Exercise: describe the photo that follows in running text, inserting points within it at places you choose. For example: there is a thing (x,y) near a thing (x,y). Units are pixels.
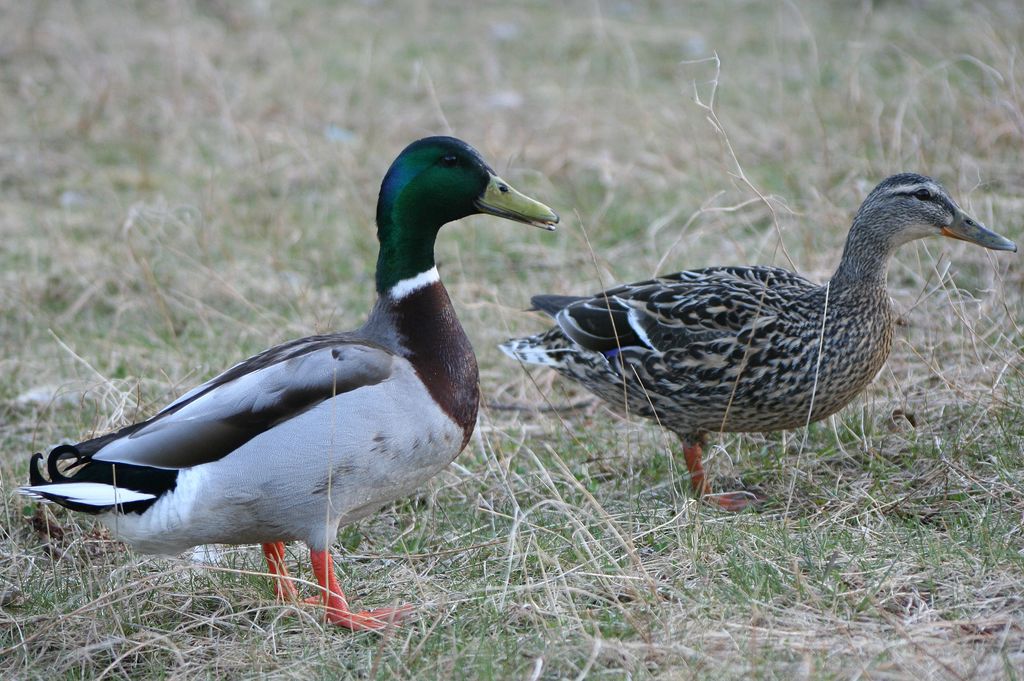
In this picture there are two ducks (444,179) on the grassland (14,568) in the image.
